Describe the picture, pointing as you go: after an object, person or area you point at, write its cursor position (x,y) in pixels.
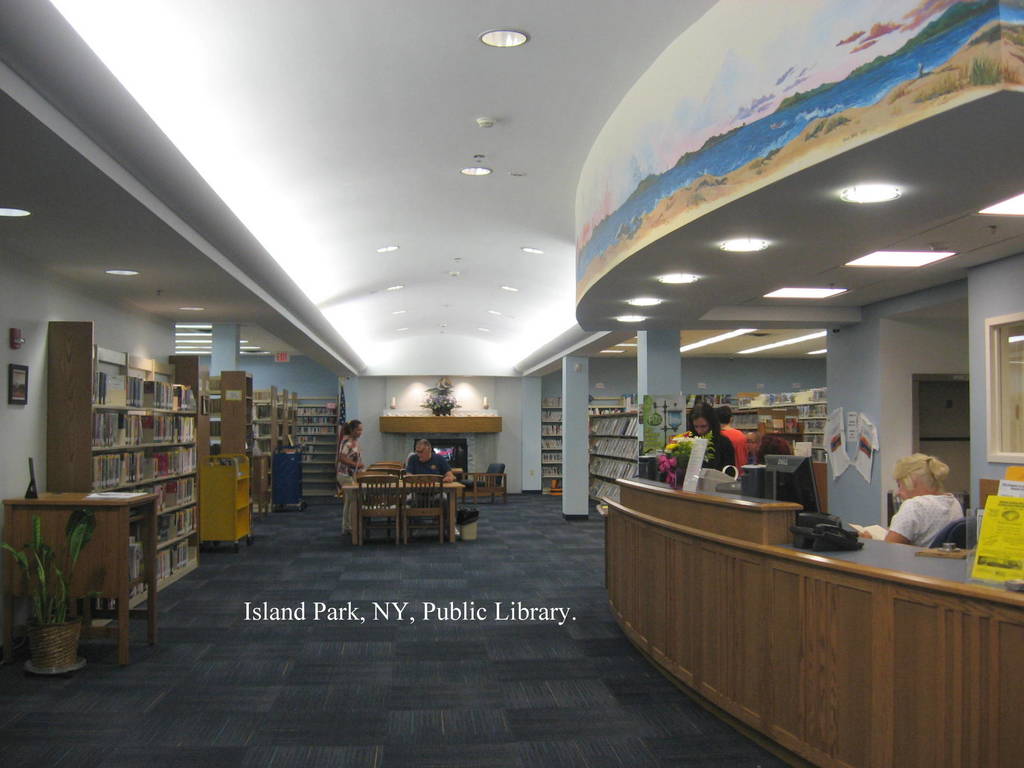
In this image I can see few people (691,417), chairs (422,505), tables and number of books (160,436). I can also see few plants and a frame (27,397) on this wall (42,408).
